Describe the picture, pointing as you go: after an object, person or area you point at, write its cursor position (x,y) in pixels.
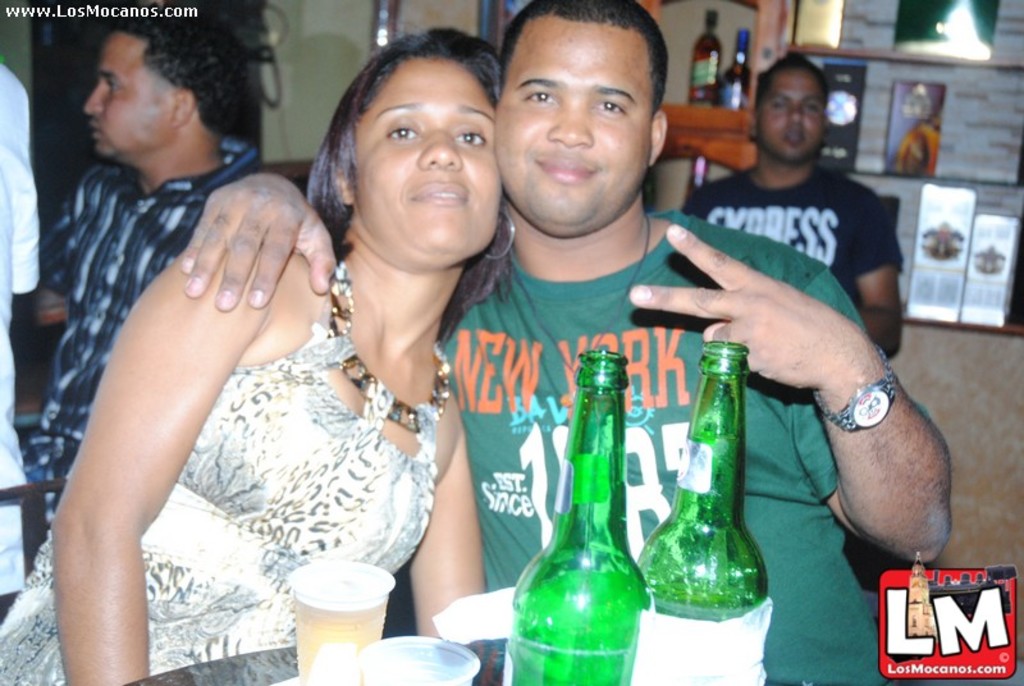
In this image i can see a woman (436,291) and a man (612,307) sitting at the front (623,594) i can see two bottles (621,594), a glass (314,621) on the table (257,670) at the back ground (113,130) i can see two men (170,121) sitting, few boards (906,88) and two bottles (744,105).
